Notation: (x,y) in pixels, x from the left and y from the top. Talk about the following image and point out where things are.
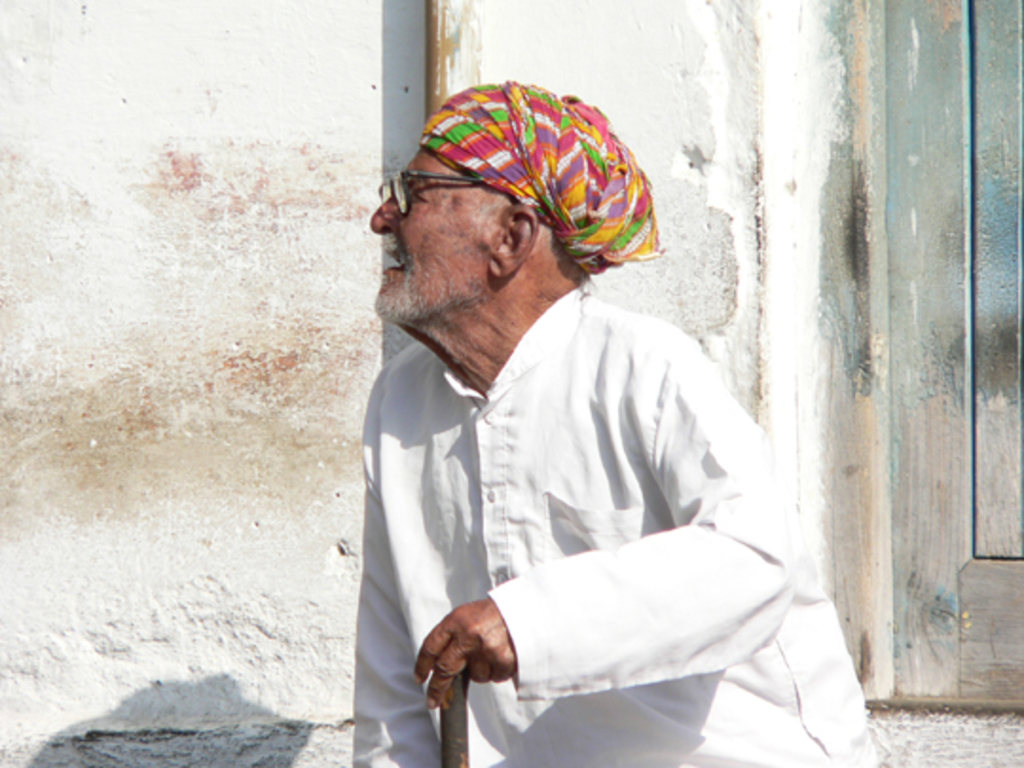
In this image we can see a person (508,417) sitting and holding an object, behind him there is a pole (433,46), door (936,294) and the wall (389,21).
